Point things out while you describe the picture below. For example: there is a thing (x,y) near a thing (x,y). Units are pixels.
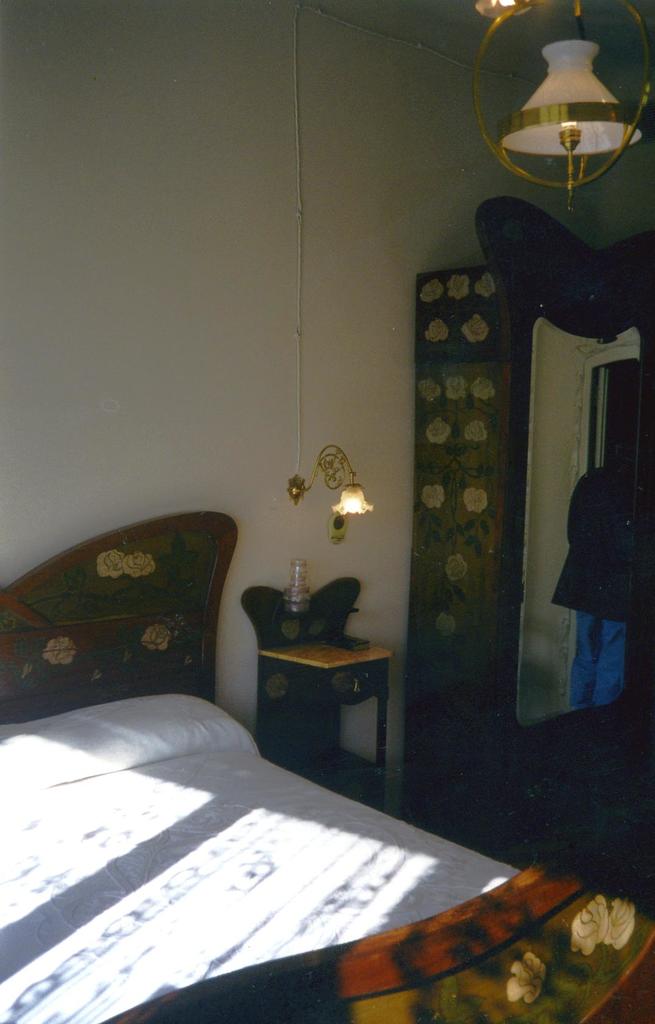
In this image I can see a bed (214,821), lamp (359,496) and a mirror (554,516).
